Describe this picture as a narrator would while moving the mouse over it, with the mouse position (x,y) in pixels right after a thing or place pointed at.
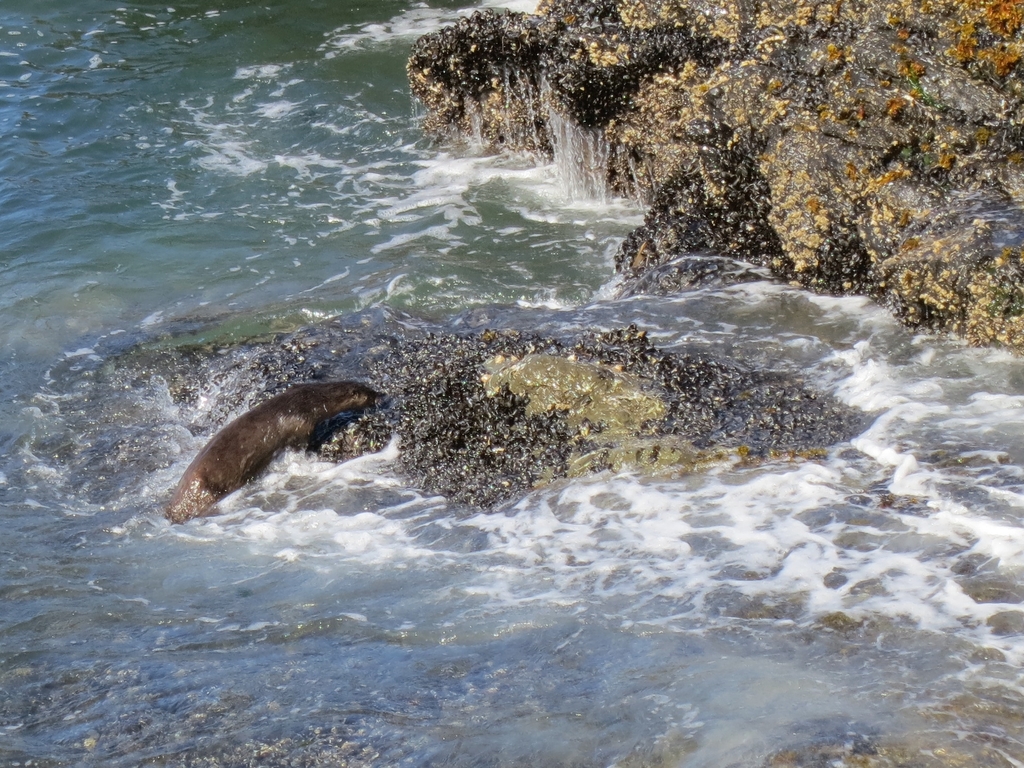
In the picture we can see water (219,382) which is flowing from the rocks (609,83) and in the water (838,381) we can see some rock surface (447,354) on it we can see an animal (295,385) which is brown in color.
